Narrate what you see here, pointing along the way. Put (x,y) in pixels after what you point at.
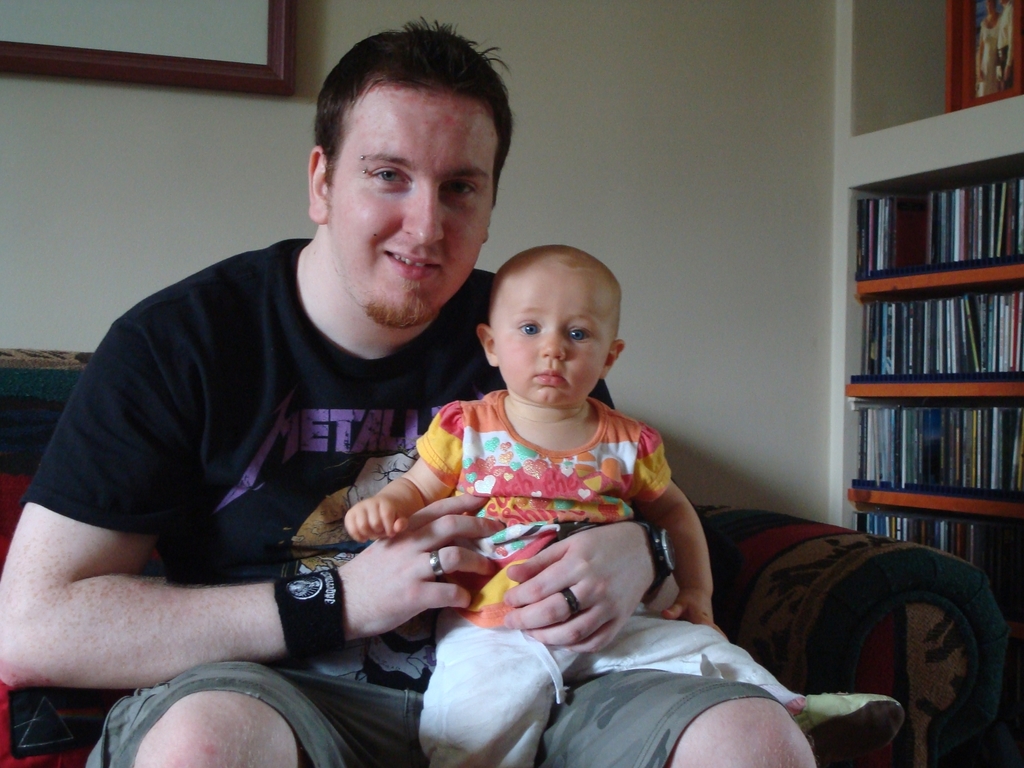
In this image there is a person (363,288) sitting on the sofa (26,767) and there is a child (582,497) sitting on his lap (640,700), behind them there is a frame (220,11) hanging on the wall (191,231). On the right side of the image (992,334) there are a few objects (949,65) and so many CDs (973,366) are arranged on the shelves (885,504).
